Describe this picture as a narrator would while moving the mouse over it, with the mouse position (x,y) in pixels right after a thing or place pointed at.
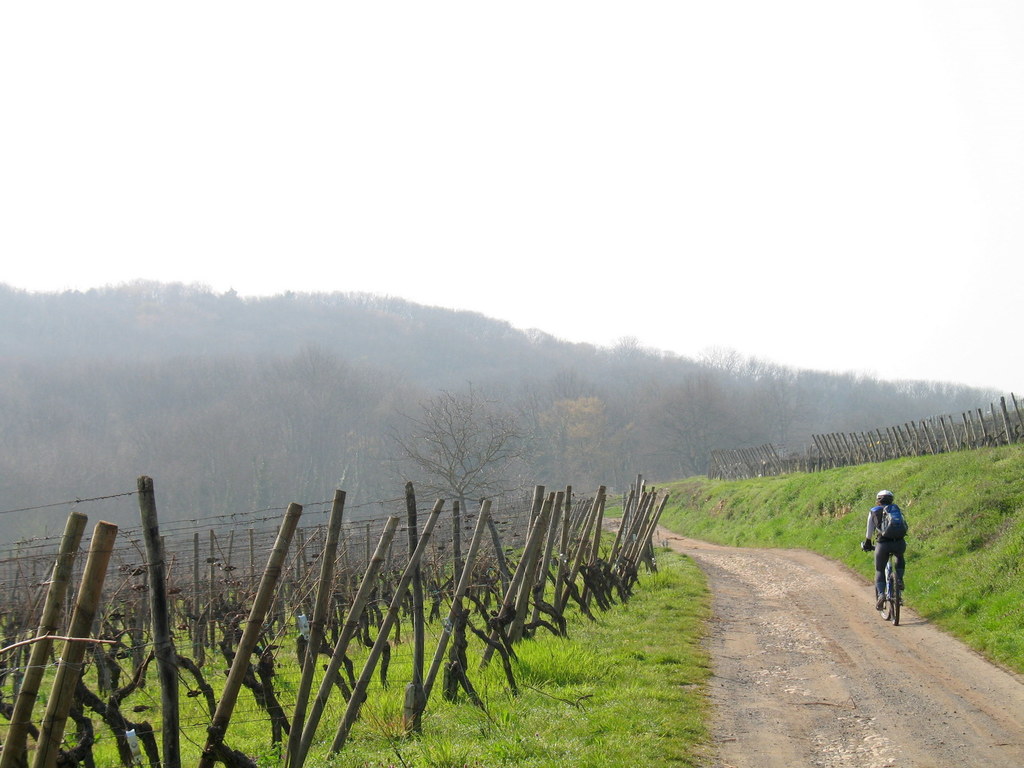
A person (897,550) is riding bicycle (896,606) on the road (774,656), there are trees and grass (801,545), these are bamboos (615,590), this is sky (696,242).
